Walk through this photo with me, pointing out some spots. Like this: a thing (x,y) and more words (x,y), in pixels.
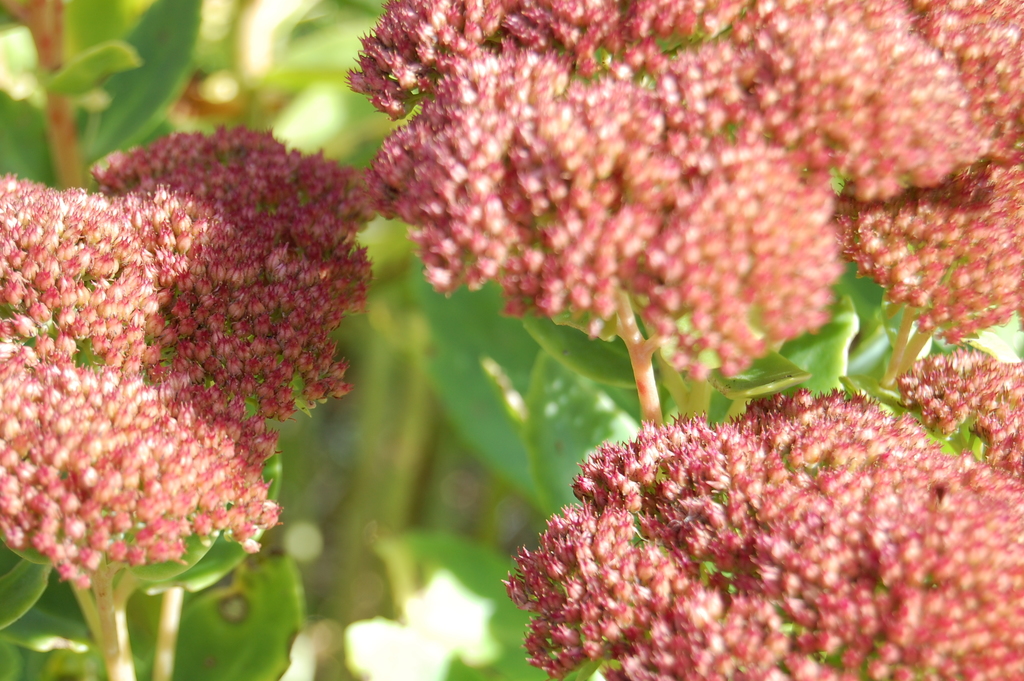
In this image I can see few flowers (671,154) which are orange, red and cream in color to the plants (164,119) which are green in color. I can see the blurry background (263,42).
